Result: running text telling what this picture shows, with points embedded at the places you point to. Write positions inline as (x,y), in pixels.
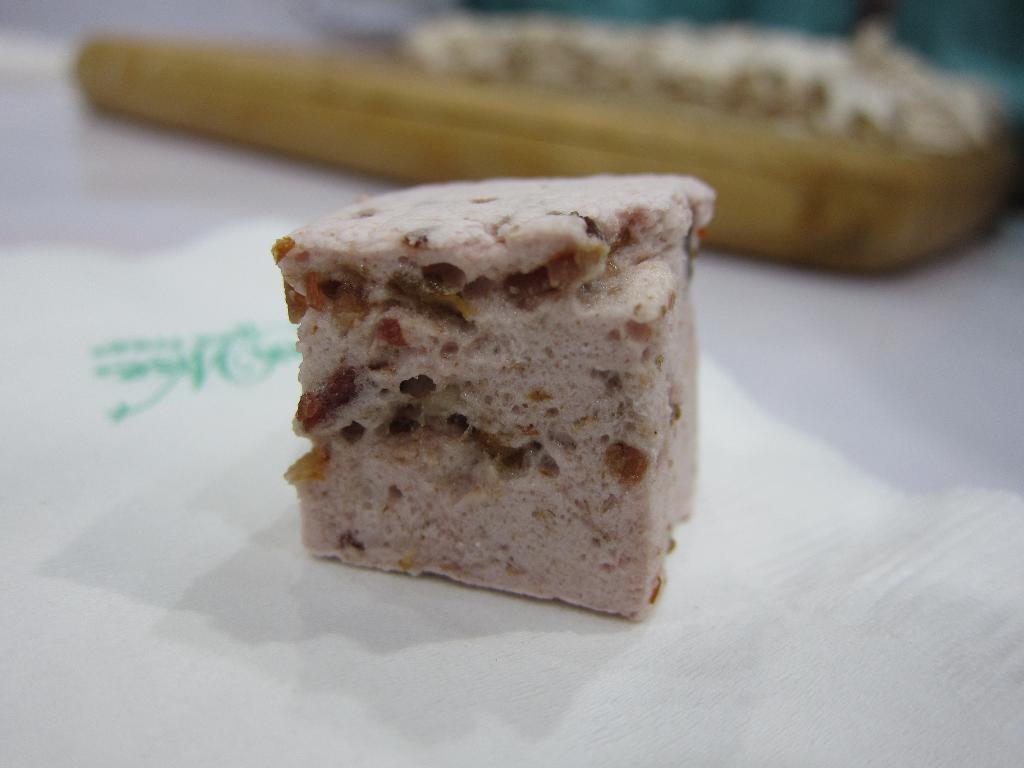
In this image, in the middle (613,403), we can see a food item (562,278) which is placed on the tissue (250,503). In the background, we can also see another food item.
